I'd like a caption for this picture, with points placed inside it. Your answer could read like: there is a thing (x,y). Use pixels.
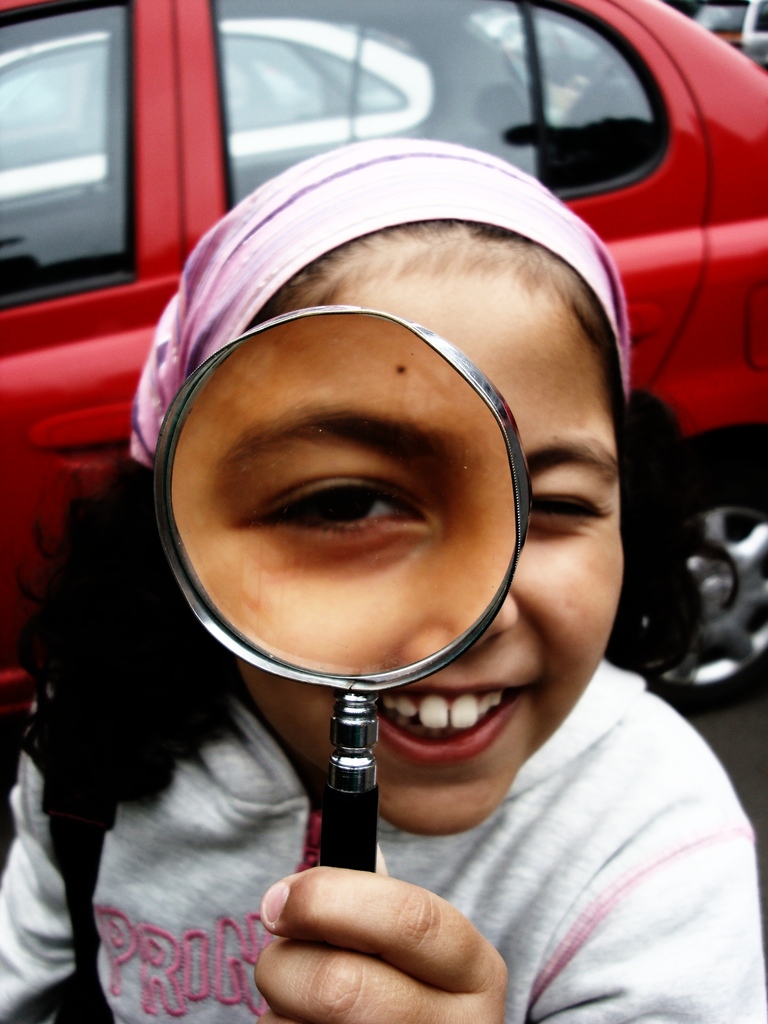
In this image I can see a person (538,838) standing and holding a magnifying glass (368,789) in her hand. I can see a red colored car (721,267) behind her.
